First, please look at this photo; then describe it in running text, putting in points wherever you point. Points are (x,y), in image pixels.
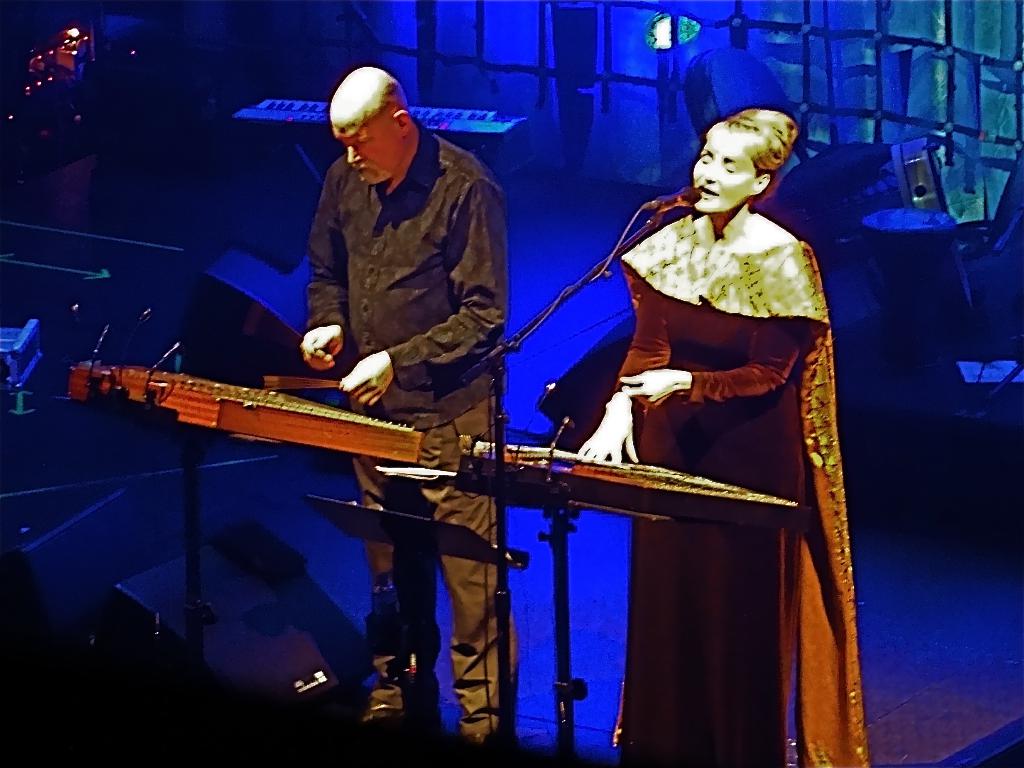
This picture shows a woman (613,455) and a man (470,398) playing musical instruments (653,470) and we see woman (668,237) singing with the help of a microphone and we see few musical instruments (279,108) on the back (913,267).
